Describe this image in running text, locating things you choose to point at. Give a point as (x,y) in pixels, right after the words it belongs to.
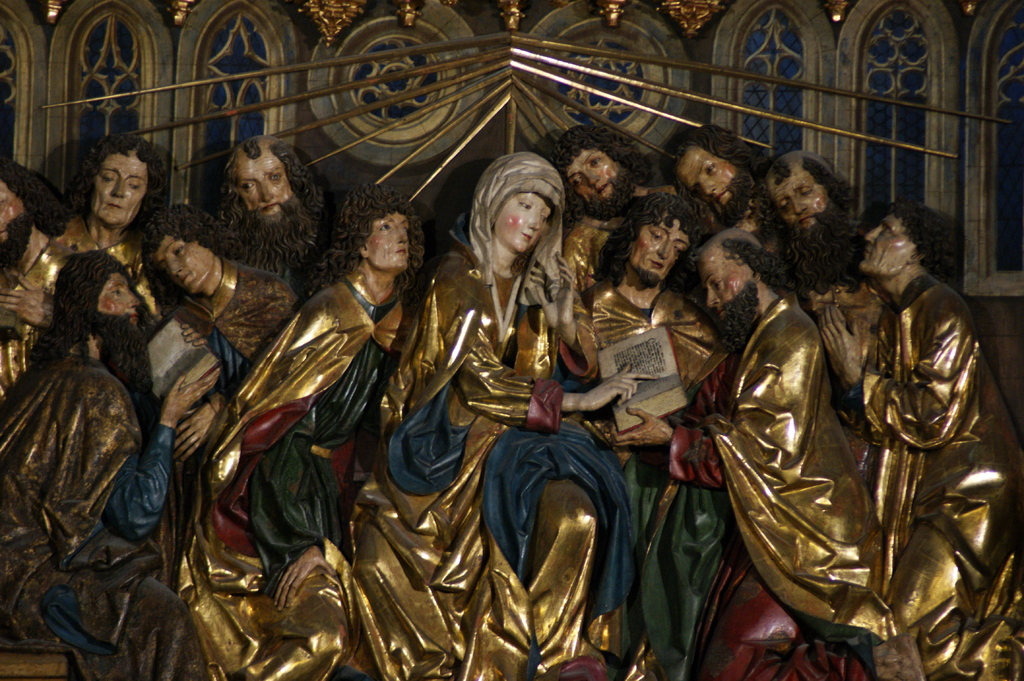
In this image, we can see sculptures (447,421) in front of the wall (443,204).
